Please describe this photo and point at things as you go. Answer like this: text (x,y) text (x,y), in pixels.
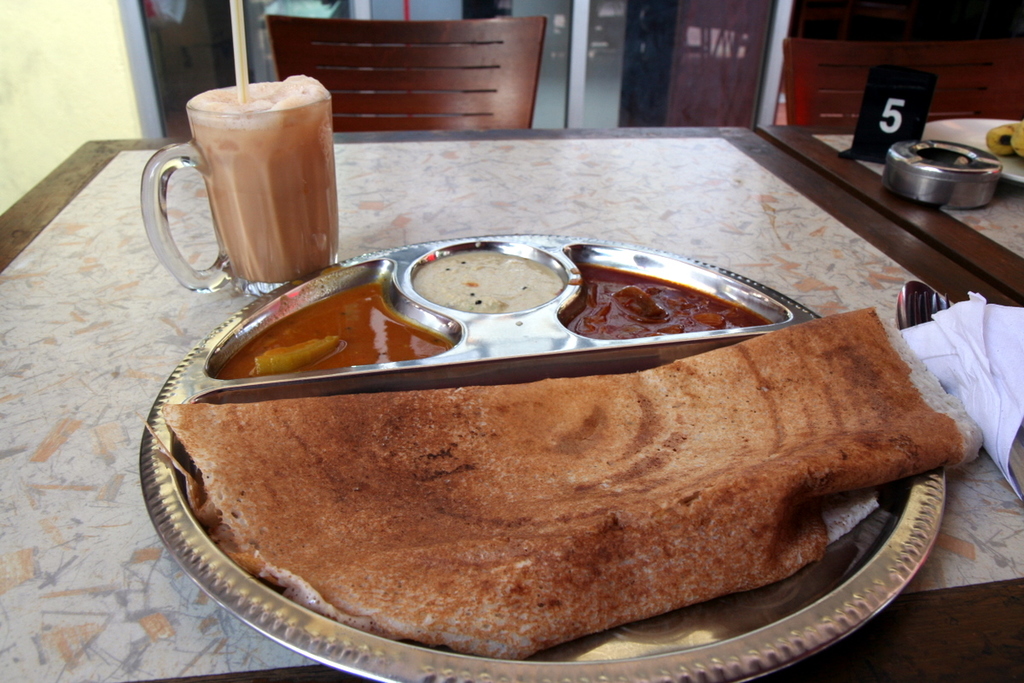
In this image we can see two tables (943,523) and on one table (724,139) there is a plate (725,622) with food items (498,518) and to the side there is a glass (297,199) with drink (285,270) and we can see spoons (1013,463), tissues (1017,423) and some other objects (904,123) on the table (790,170). We can see there are chairs (531,24).
